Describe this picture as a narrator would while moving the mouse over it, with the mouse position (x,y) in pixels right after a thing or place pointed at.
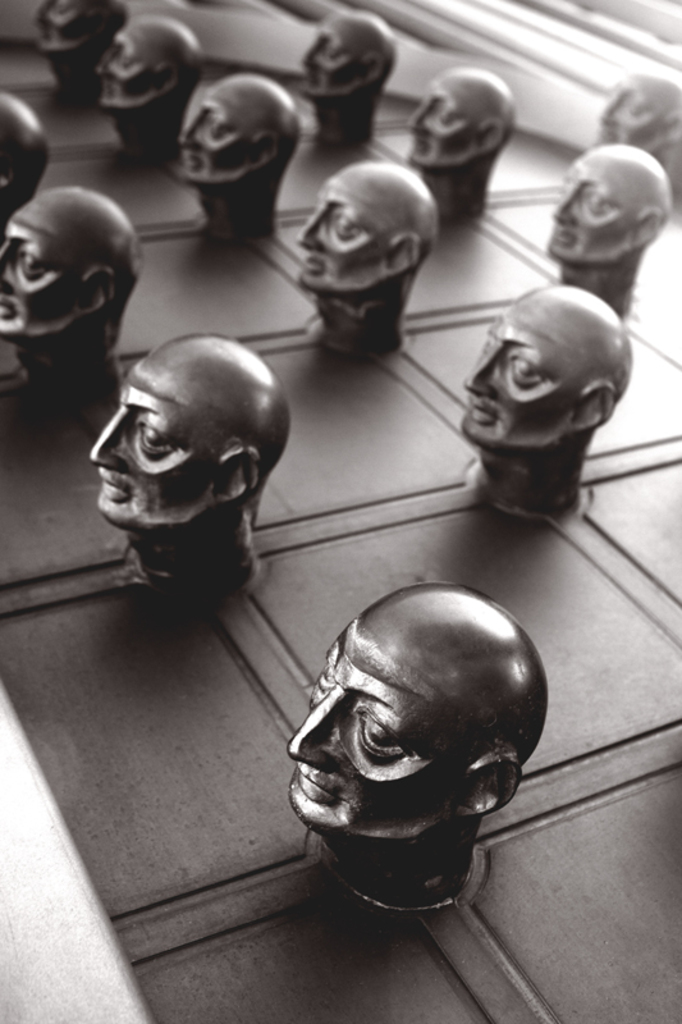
In this image I can see number of sculptures (2,151). I can also see this image is black and white in color.
